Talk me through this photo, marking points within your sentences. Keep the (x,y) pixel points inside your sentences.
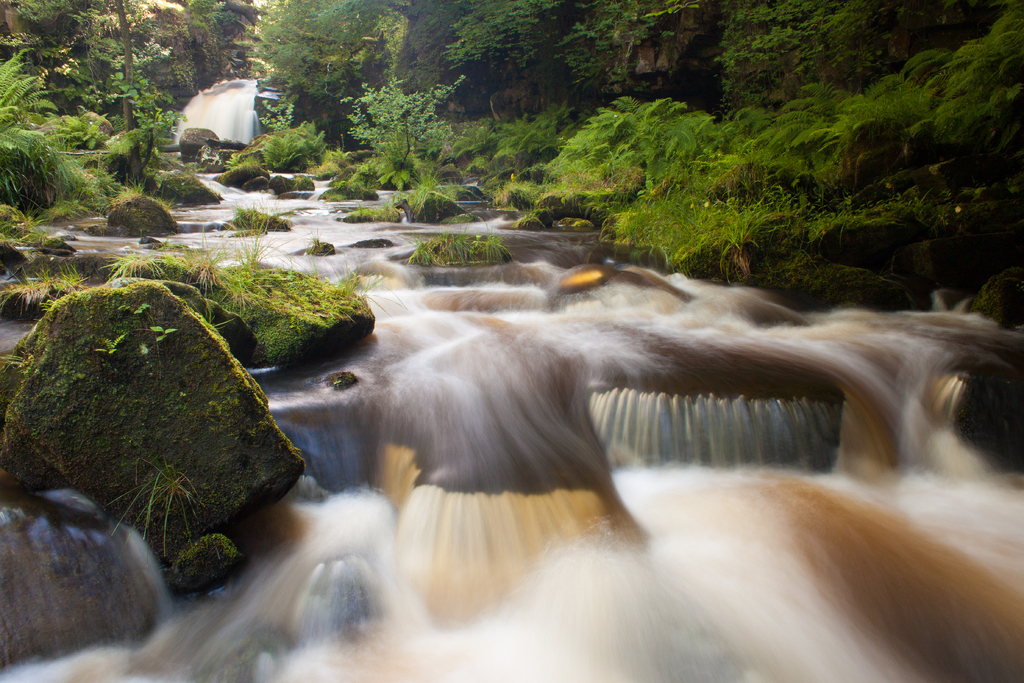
In this image we can see a waterfall (491,482). There are rocks (128,305) and we can see trees (120,81). At the bottom (518,619) there is water (773,563).
